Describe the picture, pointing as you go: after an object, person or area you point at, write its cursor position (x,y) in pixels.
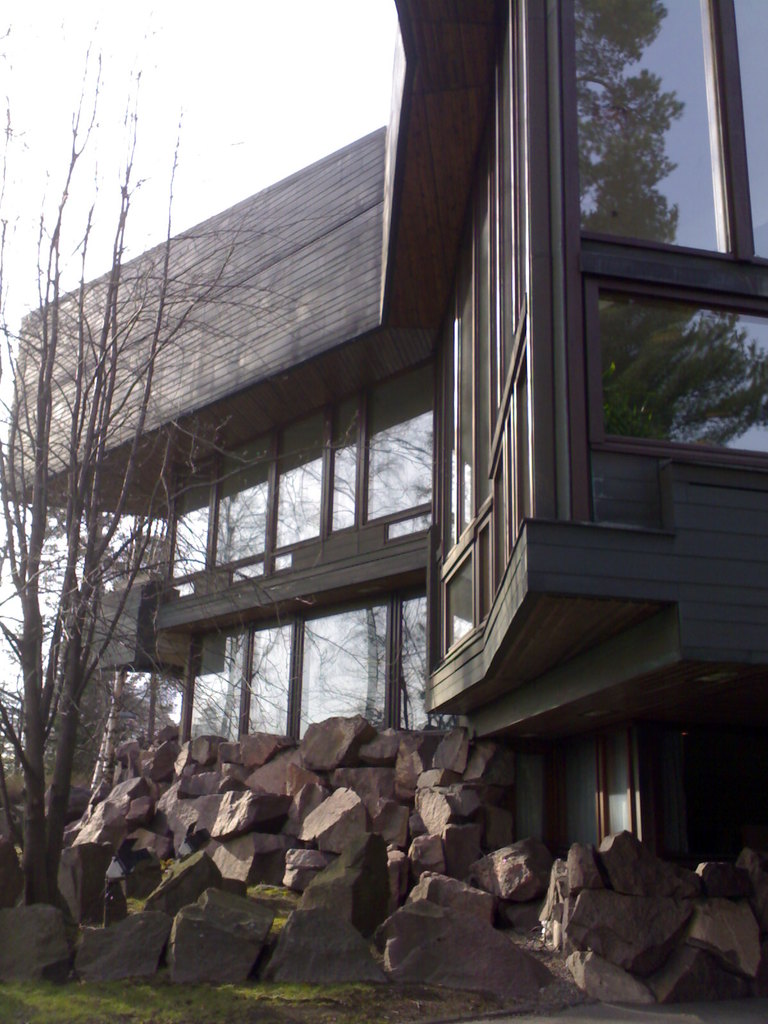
In this image there is a building (231,539) in front of that there are so many stones (179,926) and tree (120,698).
